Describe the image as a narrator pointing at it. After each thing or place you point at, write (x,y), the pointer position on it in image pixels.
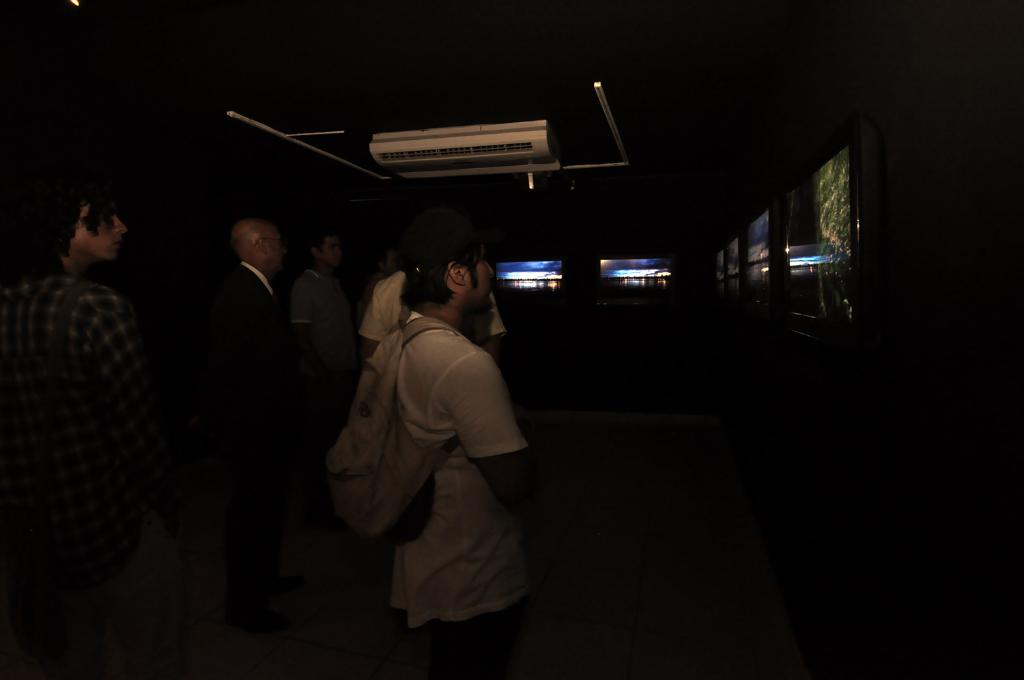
In this image I can see few people (300,402) are standing. In the front (444,226) I can see one person (454,298) is wearing a cap (437,253) and carrying a bag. In the background (626,301) and on the right side of the image (726,294) I can see number of screens (626,280). On the top of this image (537,168) I can see a white colour thing (505,124). I can also see this image is little bit in dark.
